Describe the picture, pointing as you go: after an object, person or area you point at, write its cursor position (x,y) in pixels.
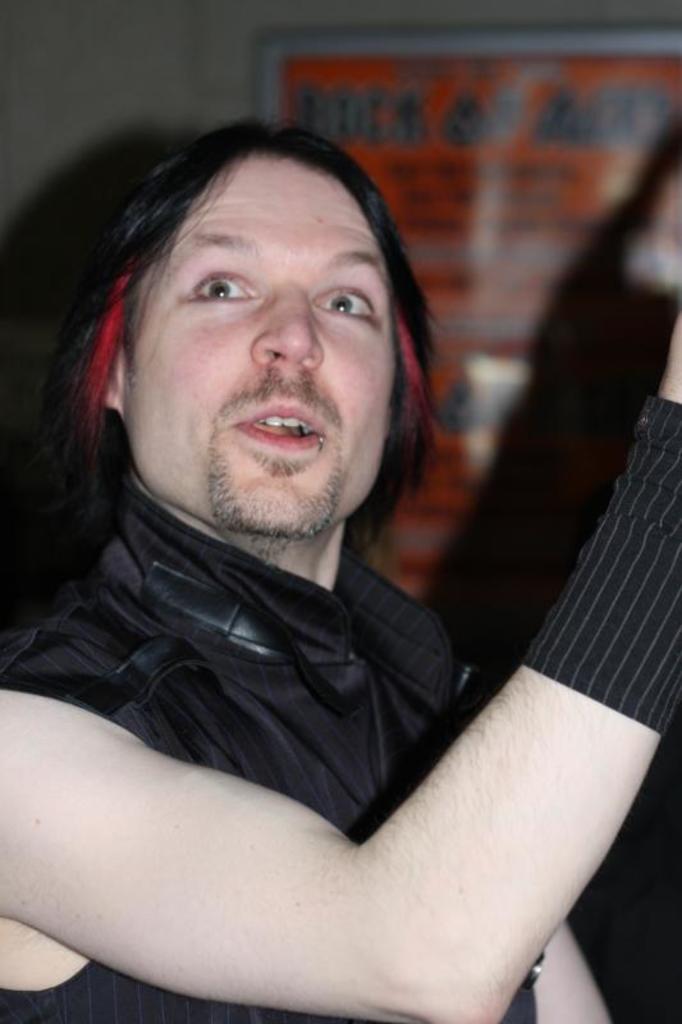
This image consists of a man (245,627) wearing a black jacket (342,830). In the background (369,83), we can see a banner (440,125) on the wall (121,68).
